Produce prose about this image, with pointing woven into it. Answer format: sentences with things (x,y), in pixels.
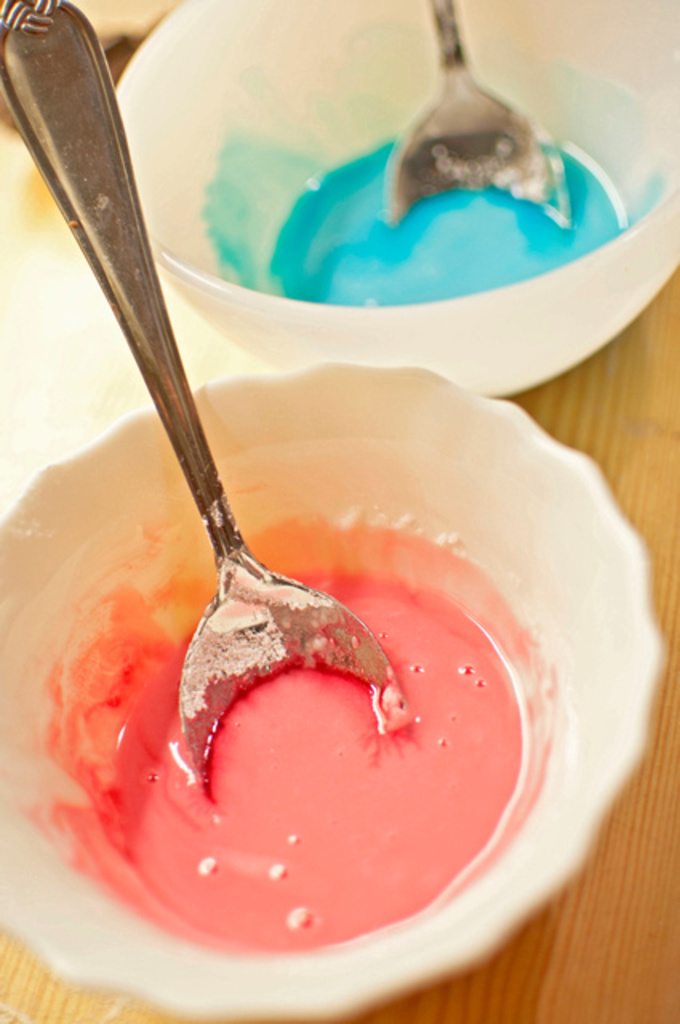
In the picture we can see a table (516,1007) on it, we can see two bowls (561,750) which are white in color, in one bowl (25,851) we can see pink color liquid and in another we can see blue color liquid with two spoons (105,190) in each of them.
